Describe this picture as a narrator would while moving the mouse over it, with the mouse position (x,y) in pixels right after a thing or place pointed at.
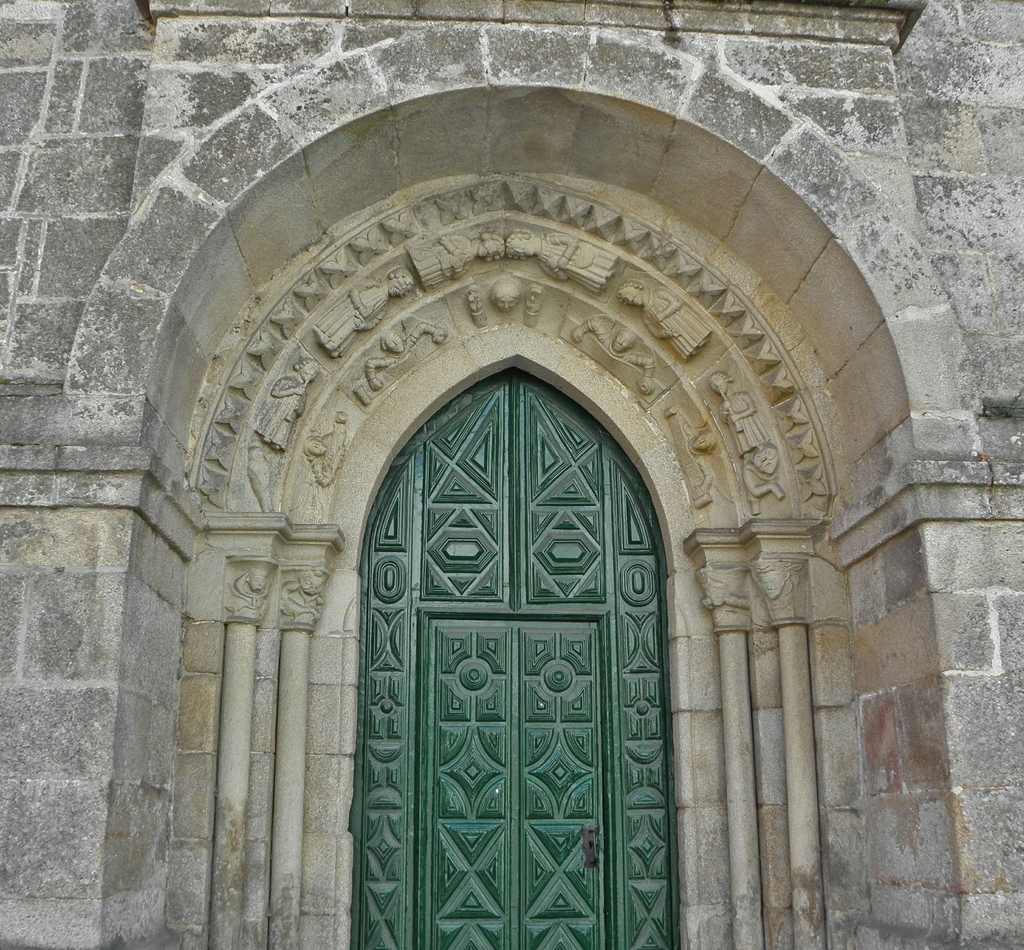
In the image there is a wall (15,789) and to the wall (846,730) there is an arch (695,336), inside the arch (679,236) there is a door (631,584).
